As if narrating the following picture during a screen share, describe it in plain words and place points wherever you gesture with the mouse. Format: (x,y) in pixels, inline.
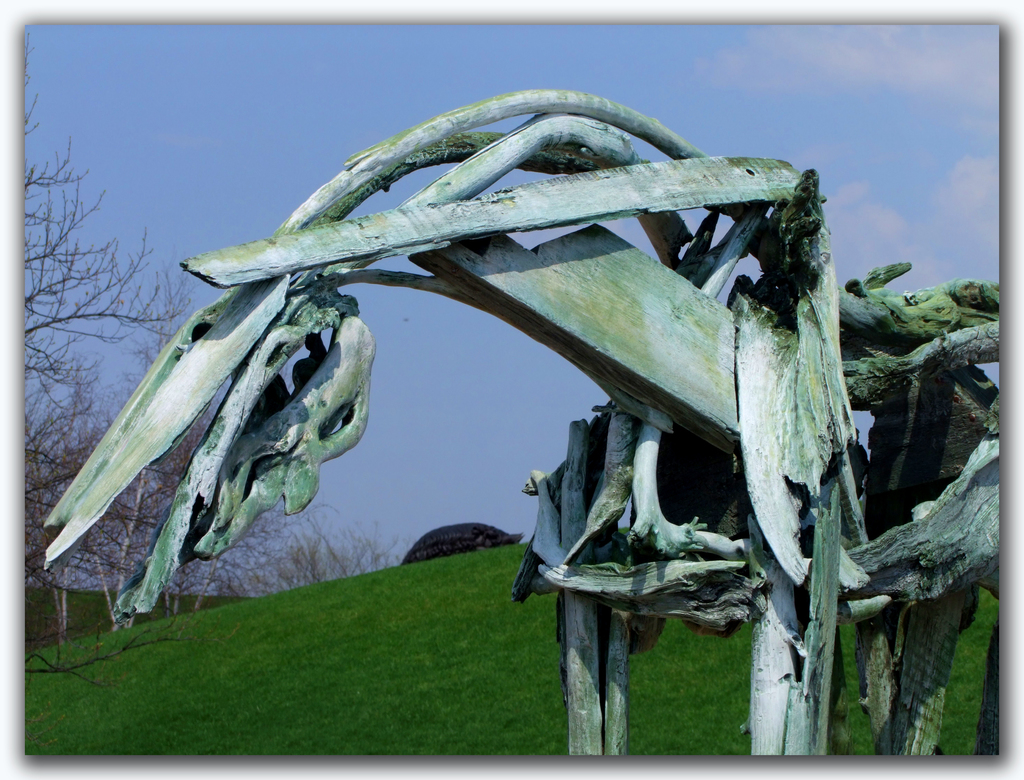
In this image we can see the structure of an animal (617,695) which is made with some branches (538,516) of the trees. On the backside (458,641) we can see some grass (458,641), a group of trees (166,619) and the sky (318,517) which looks cloudy.
